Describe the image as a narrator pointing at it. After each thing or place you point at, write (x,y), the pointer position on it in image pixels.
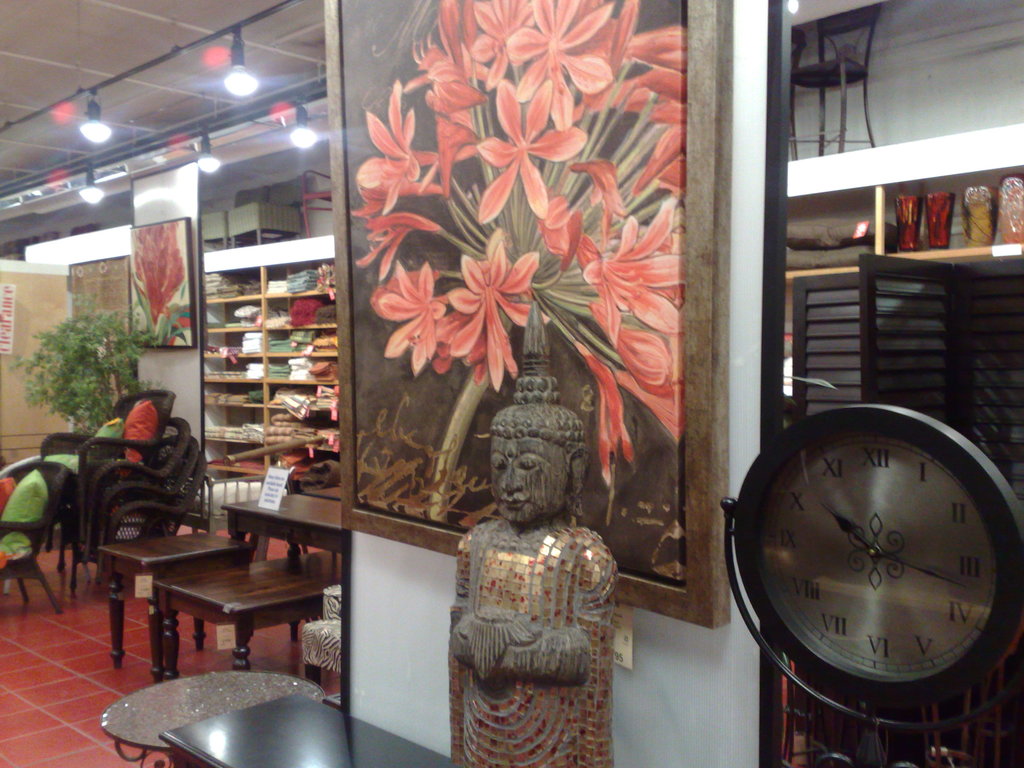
In this image there are shelves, there are objects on the shelves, there are chairs (142,475), there are pillows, there is a plant (104,365), there is a table (116,639), there is floor (27,699) towards the left of the image (46,672), there is a statue (514,557) towards the bottom of the image (535,579), there is a table (310,735) towards the bottom of the image (325,735), there is a wall (757,174), there is a photo frame (548,151) towards the top of the image (488,55), there is a clock (863,503) towards the right of the image (879,559), there are lights (304,137), there is roof (172,79) towards the top of the image (246,54).
